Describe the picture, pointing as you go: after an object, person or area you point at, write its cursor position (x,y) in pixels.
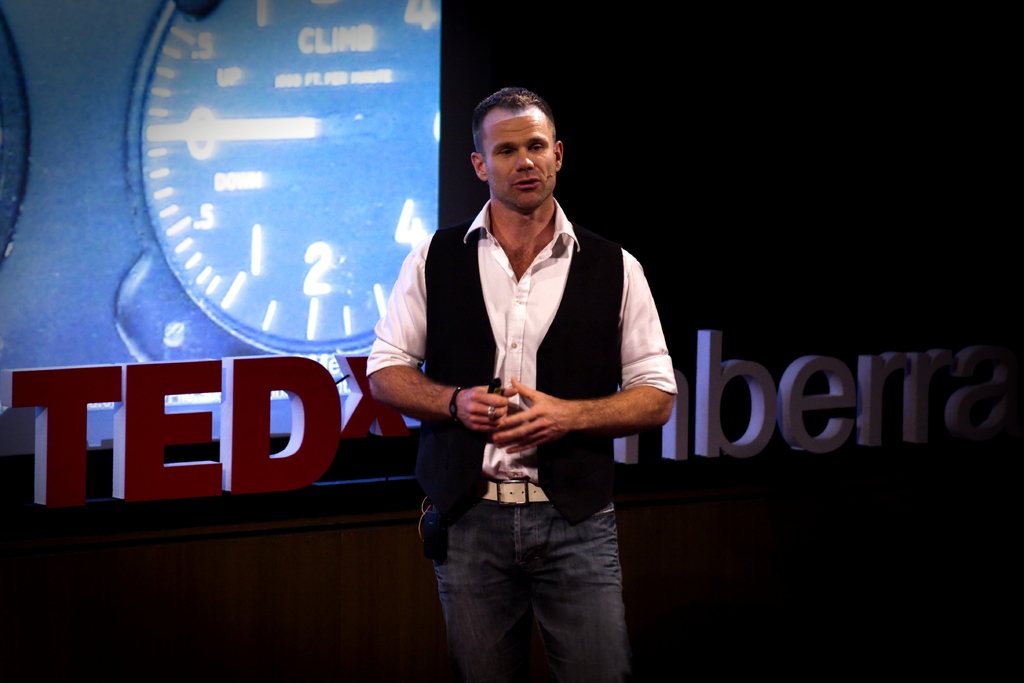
In this image I can see a man (489,504) wearing black color vest (459,294), white color shirt (511,314), jeans (567,558), standing and speaking something. At the back (236,159) there is a screen (103,73) on which I can see a clock (354,220). At the bottom of the image (298,580) there is a wall (234,526).
